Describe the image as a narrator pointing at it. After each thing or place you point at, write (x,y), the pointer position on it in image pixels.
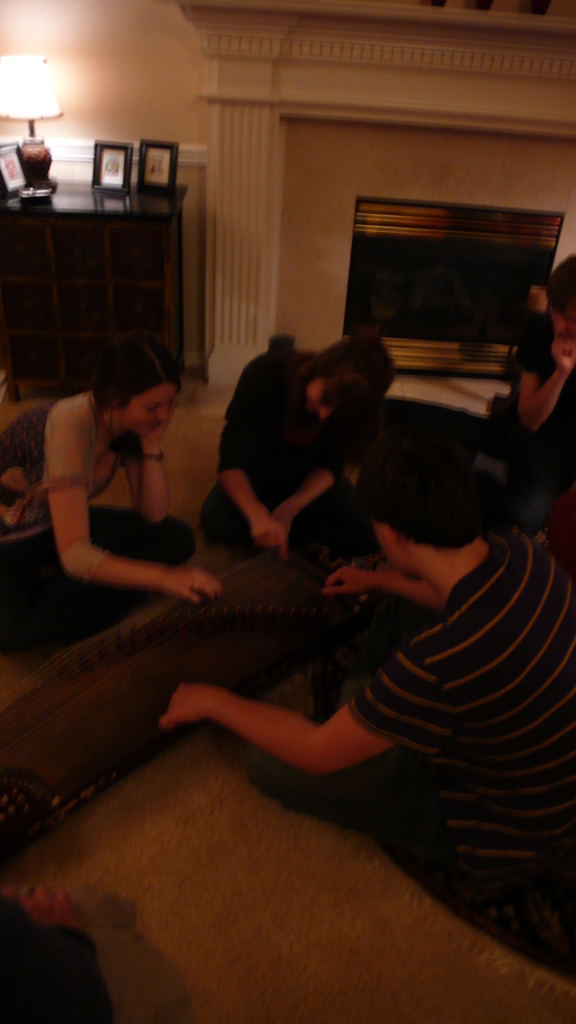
In this picture, we see three people (251,409) are sitting on the floor (219,414). In front of them, we see something in brown color. The man (534,427) on the right side (534,427) is sitting on the chair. On the left side (87,216), we see a table (95,265) on which photo frames (21,174) and a lamp (26,140) are placed. In the background (344,132), we see a white wall (7,10). This picture is clicked inside the room (316,228).
